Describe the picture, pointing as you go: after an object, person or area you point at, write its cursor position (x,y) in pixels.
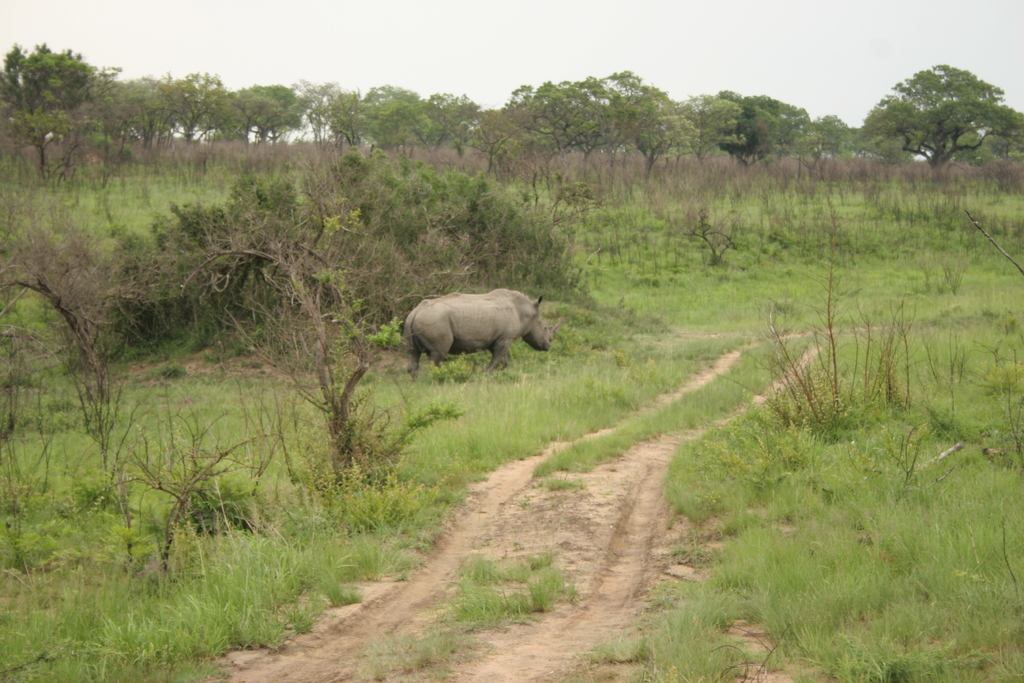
In this picture we can see a rhino (466,316), in the background (645,275) we can find grass (645,275) and few trees (570,136).
